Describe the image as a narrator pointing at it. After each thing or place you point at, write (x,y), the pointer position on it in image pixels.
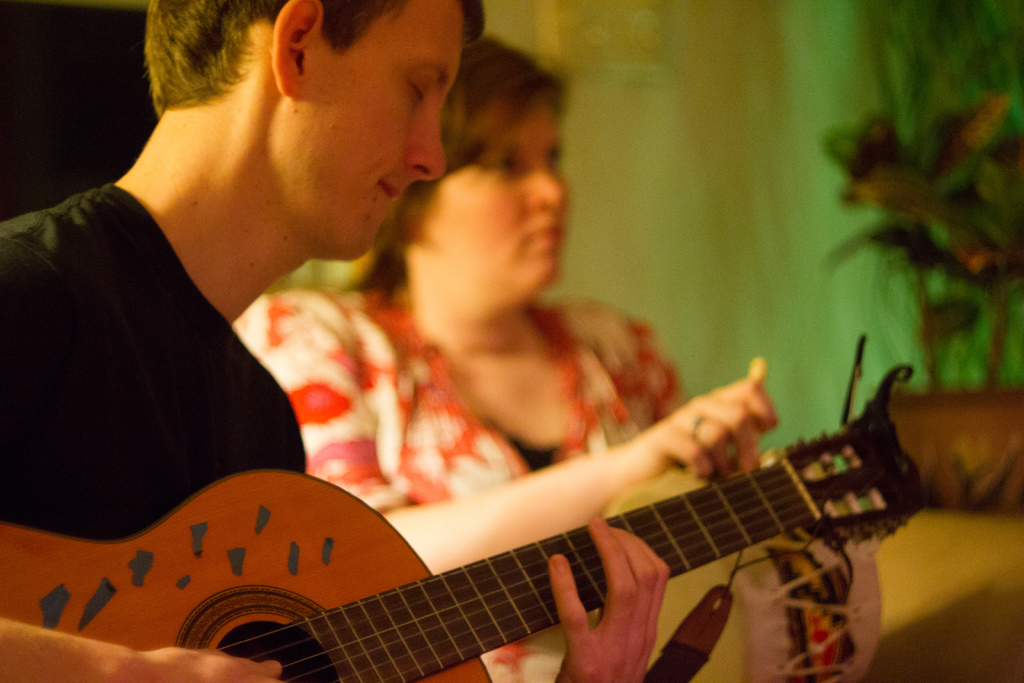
In this image there are two persons (353,320). The man (285,449) is playing a guitar (179,559).
